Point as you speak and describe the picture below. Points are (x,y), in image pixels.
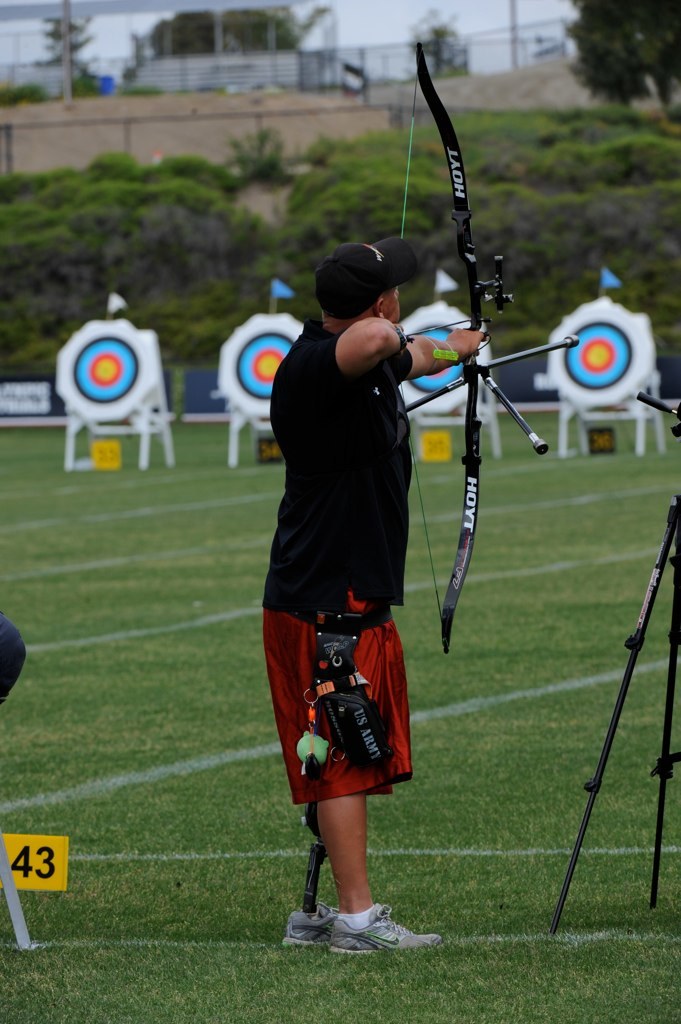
In this image we can see a person (367,471) wearing dress (345,480) and cap (364,308) is holding a bow (476,372) in his hand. to the right side (657,580), we can see a stand (677,603). In the background of the image (349,34) we can see a group of flags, trees (481,249), a metal fence (124,69) and the sky (348,24).
